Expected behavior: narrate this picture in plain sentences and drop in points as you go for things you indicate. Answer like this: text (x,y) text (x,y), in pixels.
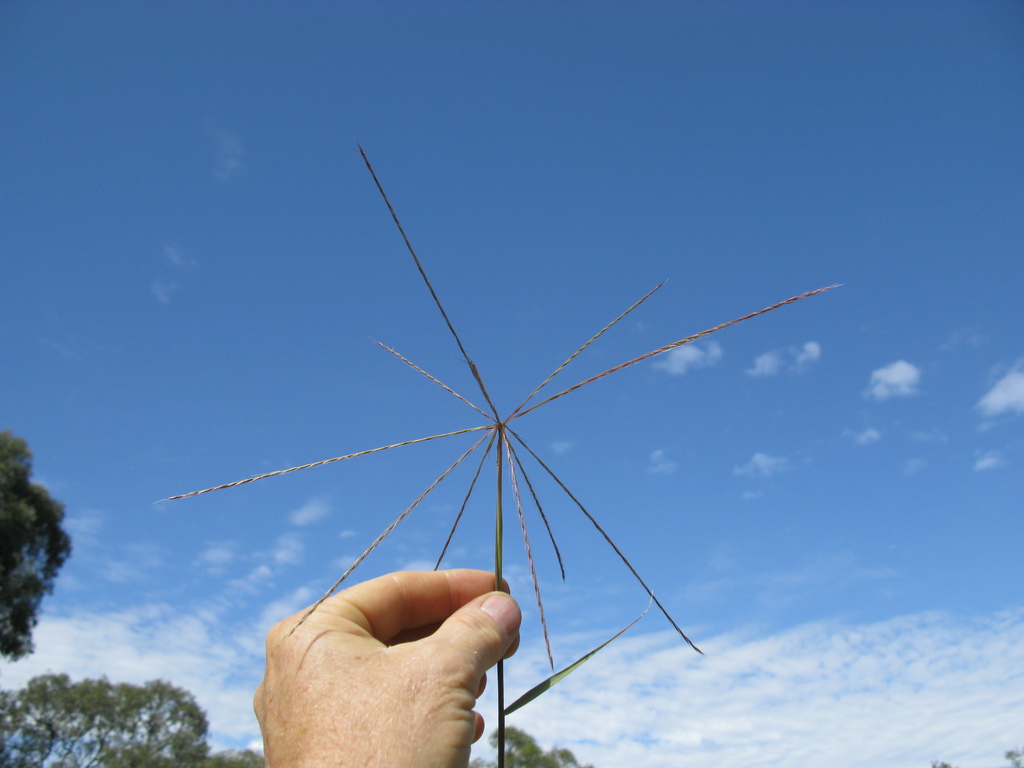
In this image there is a hand (451,672) in the middle (450,486) which is holding the grass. At the top (620,196) there is the sky (570,211). In the background (151,696) there are trees (90,724).
